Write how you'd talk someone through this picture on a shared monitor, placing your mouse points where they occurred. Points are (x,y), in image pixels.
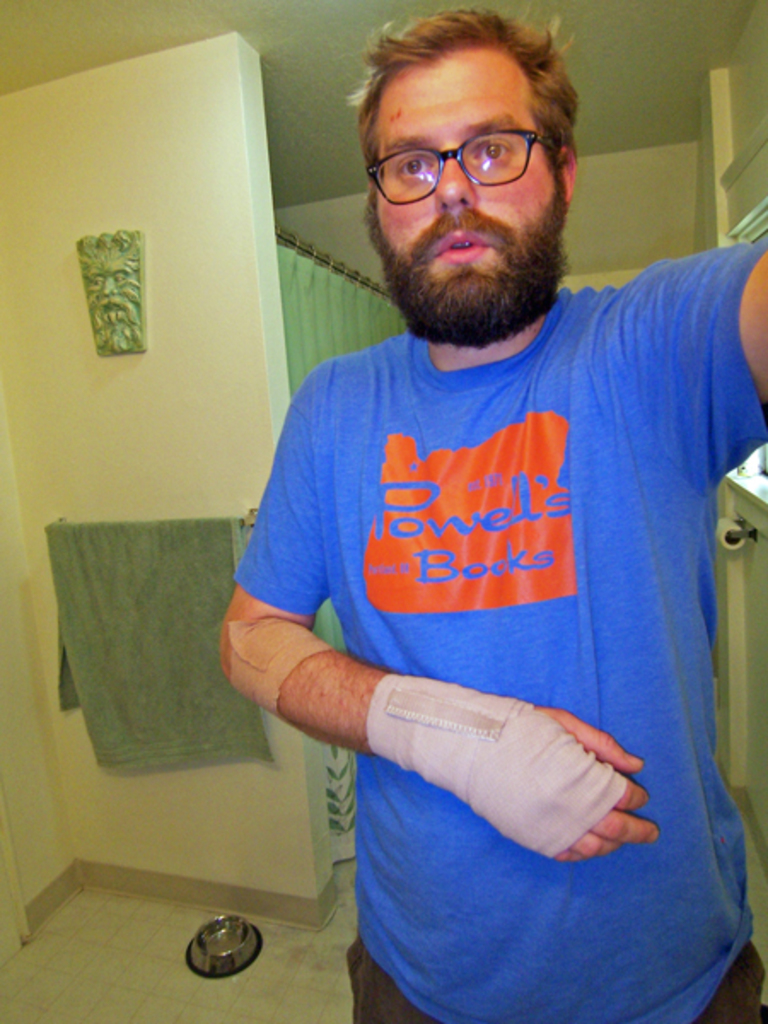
In this image we can see there is a person (353,655) standing and there is a band (454,736) tied to his hand (596,736). And at the back (235,301) there is a wall (248,390), Curtain (331,333) to the rod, Towel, Roll tissue (724,548) and a few objects (258,933).
